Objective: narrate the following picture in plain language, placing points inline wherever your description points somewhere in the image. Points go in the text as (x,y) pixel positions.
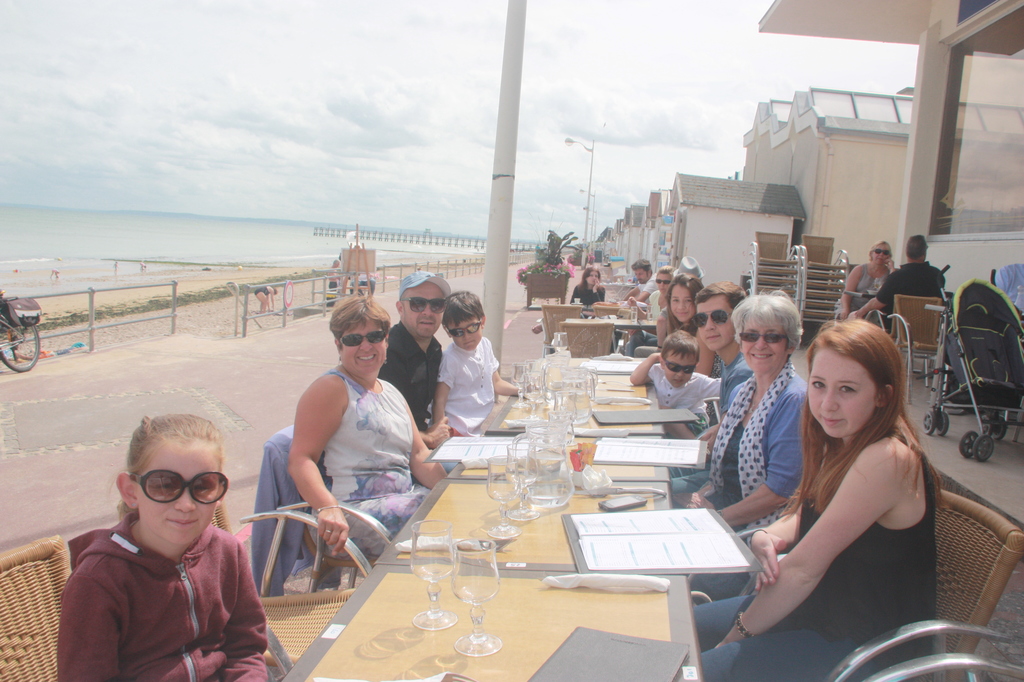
This picture is clicked outside the city. Here, we see many people (731,623) sitting on chair (959,666) on either side of a table (373,644). On table (502,613), we see glass (493,573), jar (546,494), file (599,542), book (450,452) and napkin (606,477). Behind these people (678,271), we see many chairs (801,265) and buildings (705,197). On left corner of the picture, we see water (300,231) in sea (313,238).
